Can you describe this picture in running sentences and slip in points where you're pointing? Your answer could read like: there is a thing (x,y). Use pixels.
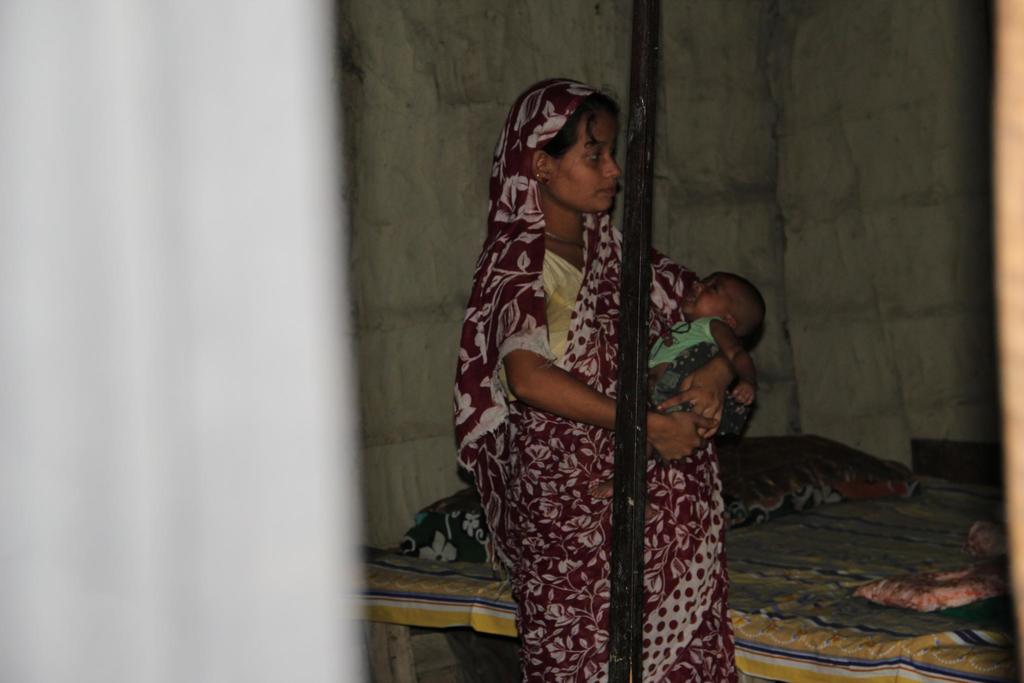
This is the woman (551,483) standing and holding a baby (753,373) in her hands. This looks like a pole (636,15). Here is the bed (866,574), which is covered with a bed sheet (878,547). I can see the pillows (778,502).
